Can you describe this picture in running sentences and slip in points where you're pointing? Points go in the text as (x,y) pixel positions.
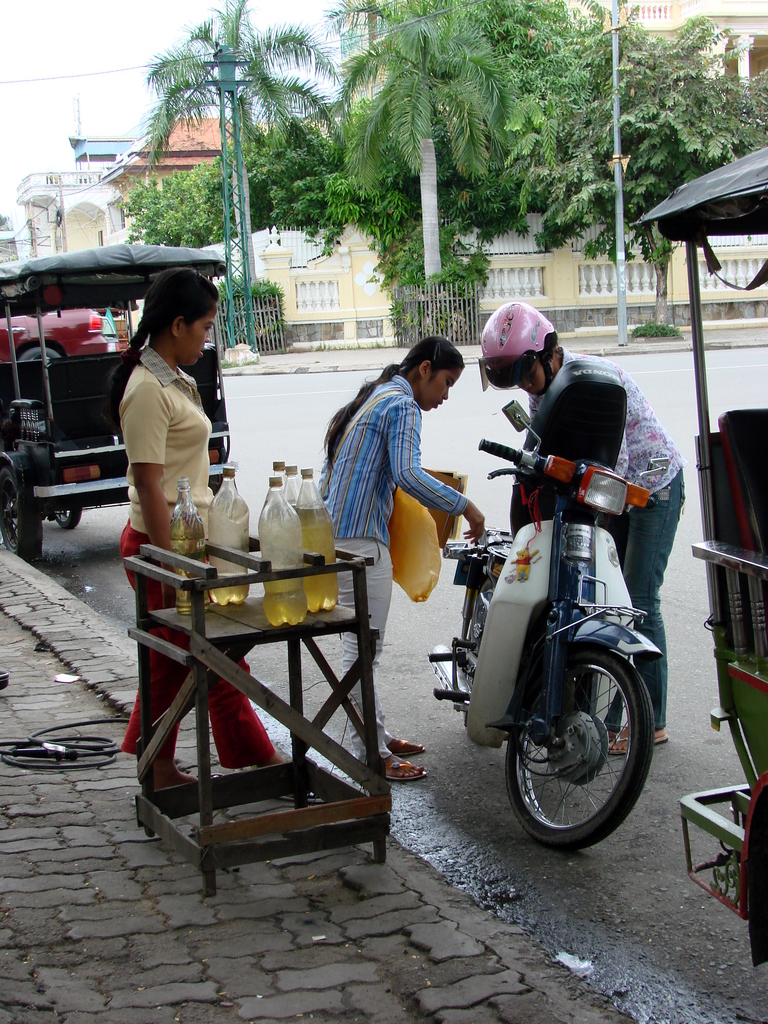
In this picture we can see three people (335,472) standing on the ground (263,1002), bottles (311,478), table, scooter (624,759), vehicles (727,510), poles (228,208), trees (395,138), buildings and in the background (110,52) we can see the sky (140,93).
